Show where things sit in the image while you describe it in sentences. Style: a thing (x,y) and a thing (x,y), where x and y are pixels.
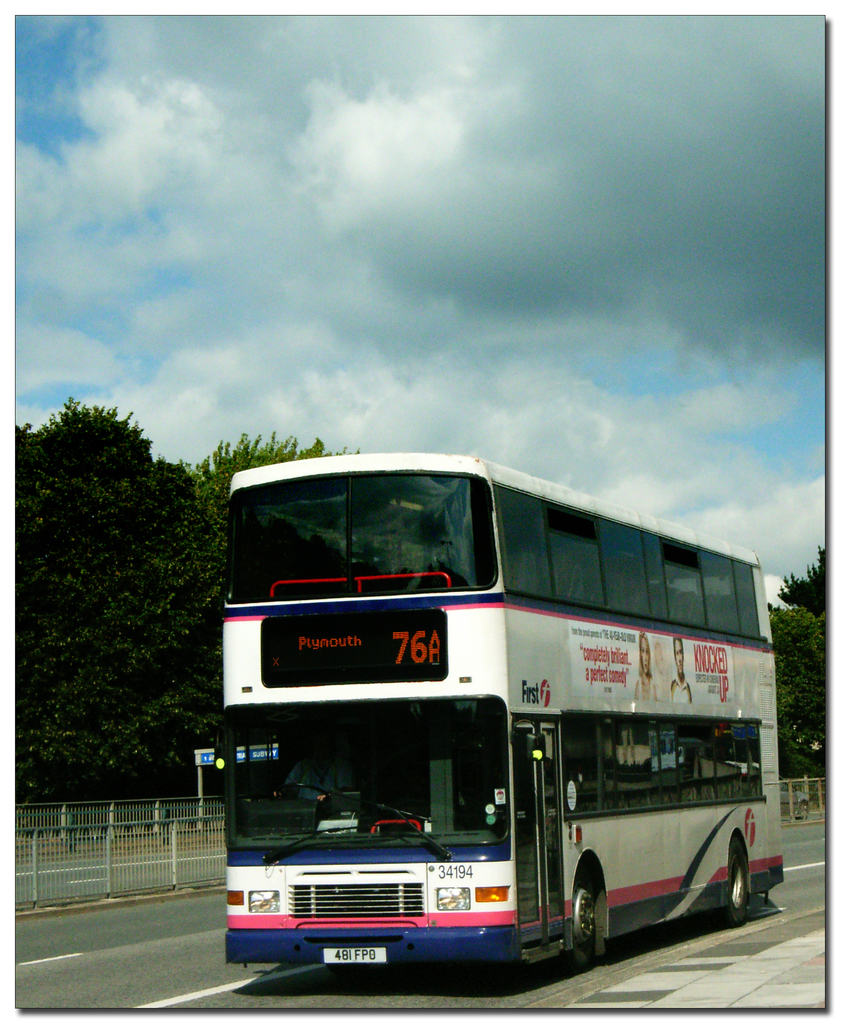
This is a double-decker bus (616,850), which is on the road (506,968). It might be a person (310,775) sitting inside the bus (273,733). These are the trees (224,464). I think these are the barricades (37,822). I can see the clouds (429,313) in the sky (680,280). This looks like a board (206,759), which is attached to a pole (199,804).
